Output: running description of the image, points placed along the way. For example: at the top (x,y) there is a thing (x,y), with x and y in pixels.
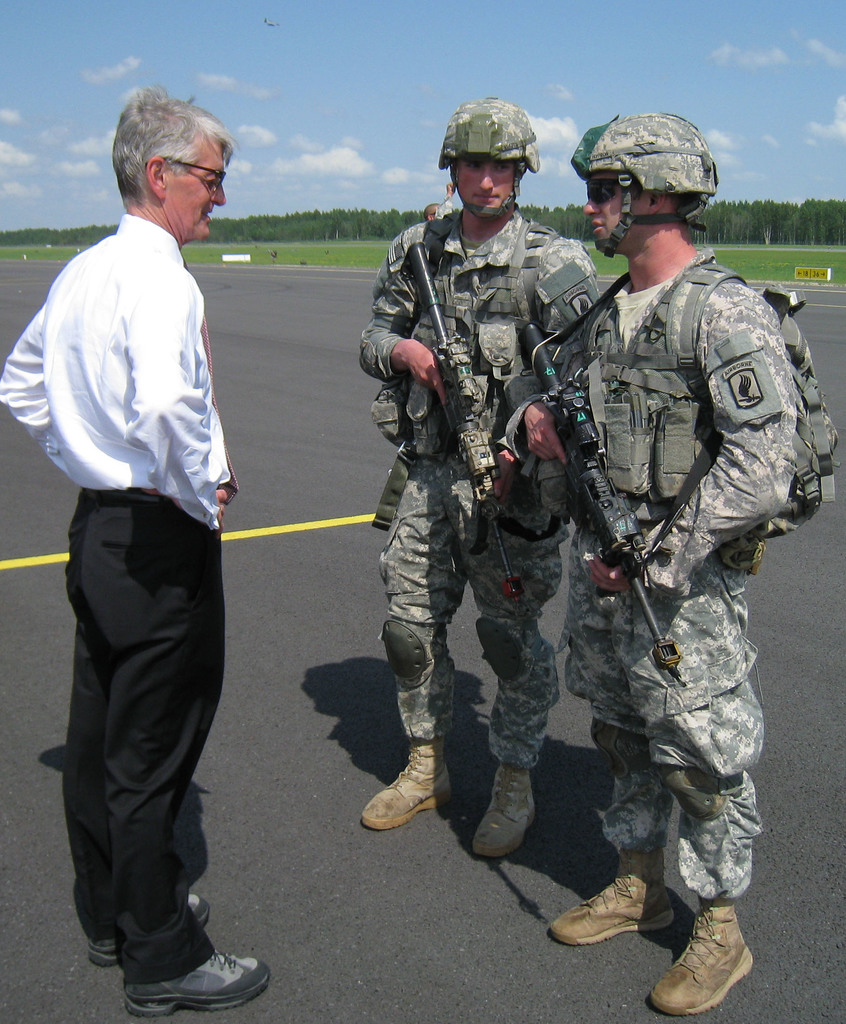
In this image I can see few people (630,317) standing on the road (510,948). I can see one person (105,537) with white and black color dress (105,520) and two people (475,327) with the military uniforms (697,598). In the back (843,243) there are trees (828,237), clouds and the blue sky (526,95).
